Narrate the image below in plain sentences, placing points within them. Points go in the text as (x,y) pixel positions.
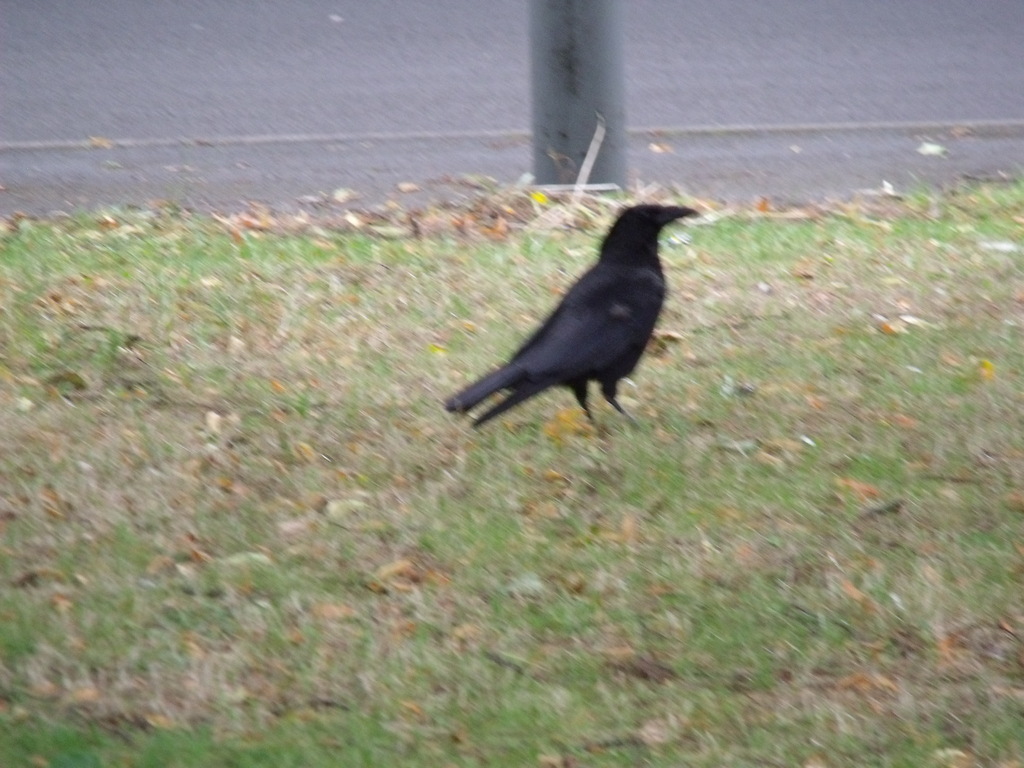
In this image, this looks like a crow (607,339), which is black in color. Here is the grass (369,515) and the dried leaves (487,226). I think this is the pole (582,62). This is the road (217,95).
